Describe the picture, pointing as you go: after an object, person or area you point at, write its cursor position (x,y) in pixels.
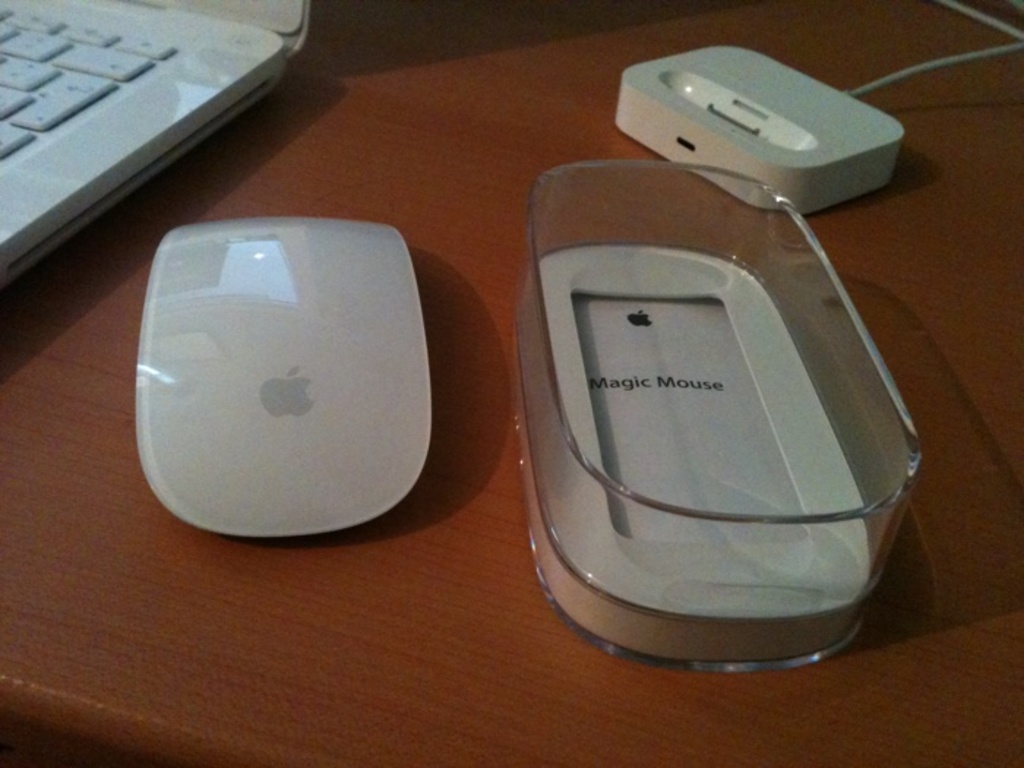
In this picture I can see a laptop (204,7), mouse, magic mouse box (590,538) and an object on the table (665,684).
